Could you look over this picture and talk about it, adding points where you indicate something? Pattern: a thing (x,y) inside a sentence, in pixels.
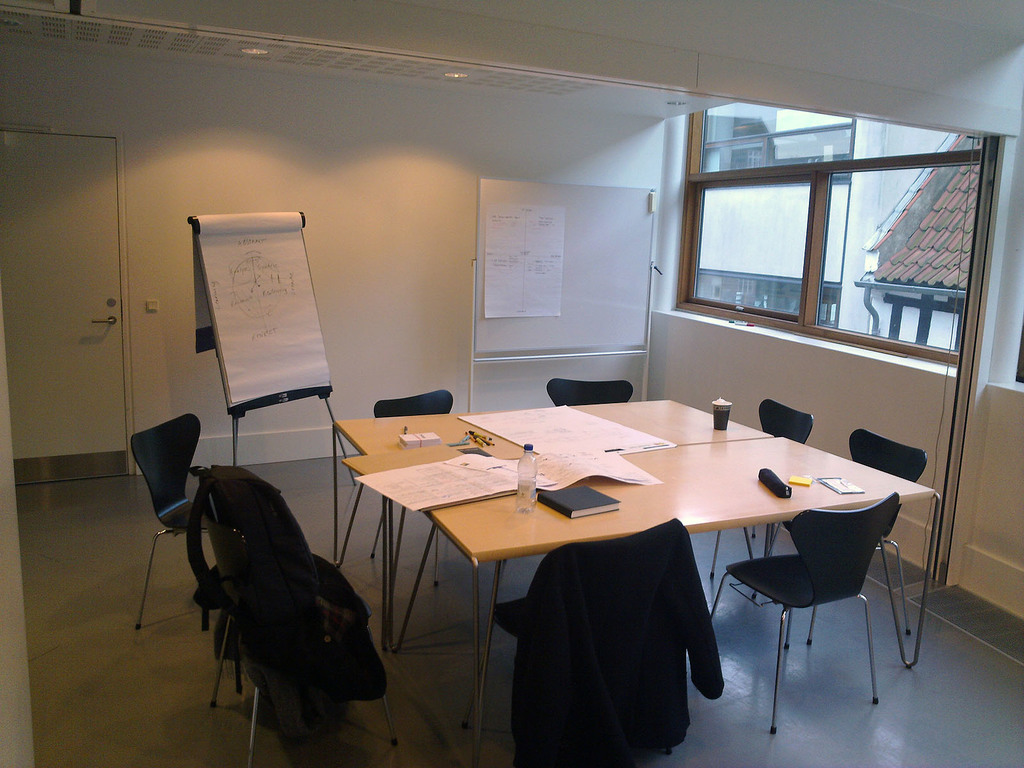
This is an inside view. here I can see a table (693,452) on which few papers (521,422), bottle (519,490), book (577,507), glass (719,421) and some other objects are placed. Around the table (810,468) few empty chairs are placed. On the left side (251,338) there is a board (243,347) is attached to a metal stand (238,418). In the background (233,123) there is a wall (290,185) along with the door (43,252). On the right side (879,260) there is a window (810,286) through which we can see the outside view. In the outside there are few buildings (786,206).
